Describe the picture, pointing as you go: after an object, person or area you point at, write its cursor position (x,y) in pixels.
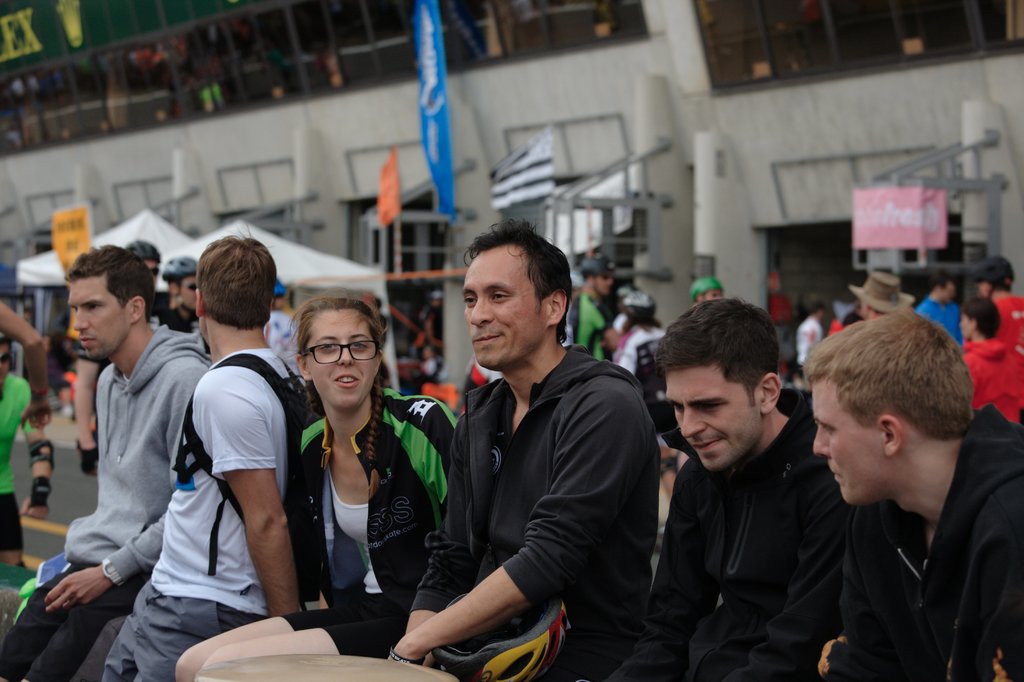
In this image in the front (397,480) there are persons (470,495) sitting. In the background (308,227) there is a building (408,158) and there are tents (306,251) which are white in colour and there are flags (441,140) and there are persons (703,290) and there is a banner (891,230) with some text (893,215) written on it.
